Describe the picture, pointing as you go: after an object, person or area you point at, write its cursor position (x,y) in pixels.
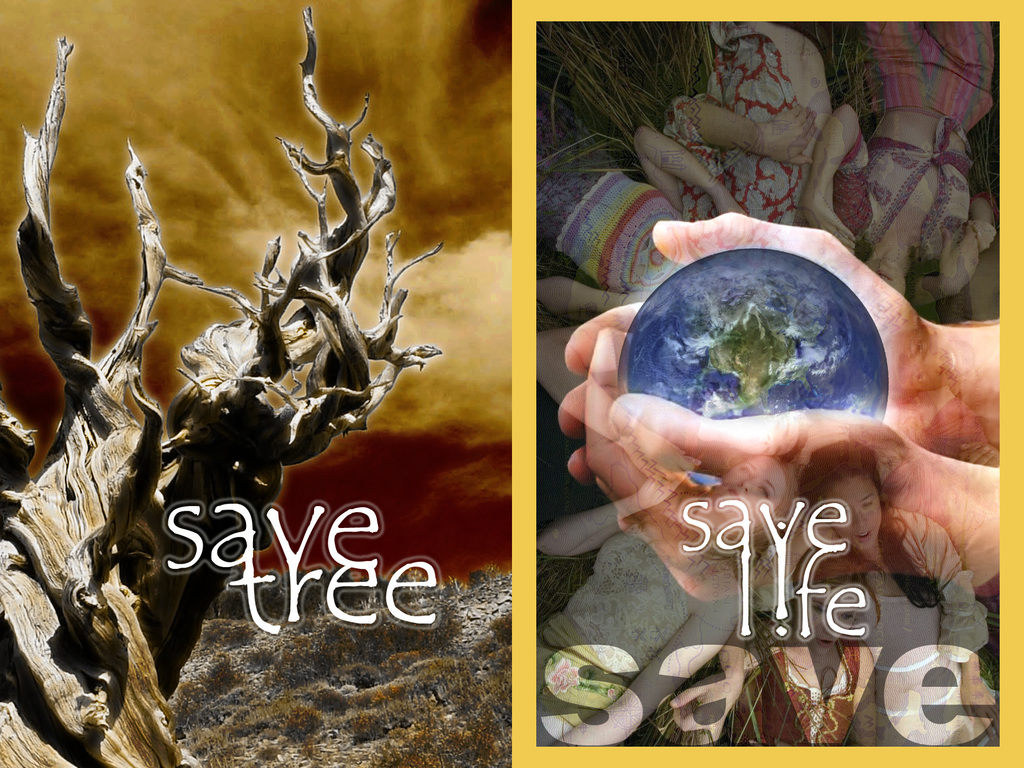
On the right of the image (958,223) we can see some people (668,177), we can see a human hand (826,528) and holding an object (766,354), at the bottom (822,544) we can see some written text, on the left (48,274) we can see a wooden object (57,492), at the bottom (246,587) we can see some written text (257,605).
